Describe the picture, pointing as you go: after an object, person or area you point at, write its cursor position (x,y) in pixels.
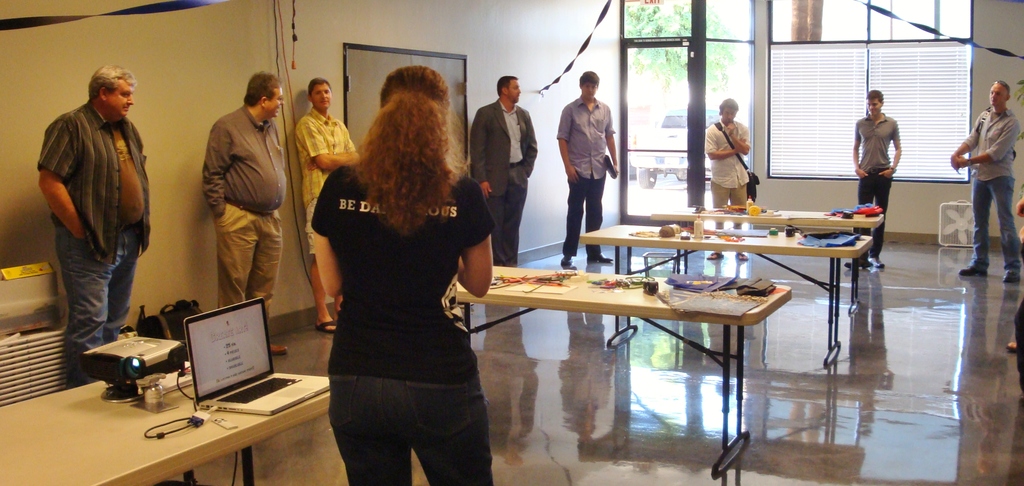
In the image we can see there are people (366,165) who are standing and on the table (797,238) there are bottles (697,223), cloth (837,237) and in other there is laptop (212,330) and a projector (141,364).
